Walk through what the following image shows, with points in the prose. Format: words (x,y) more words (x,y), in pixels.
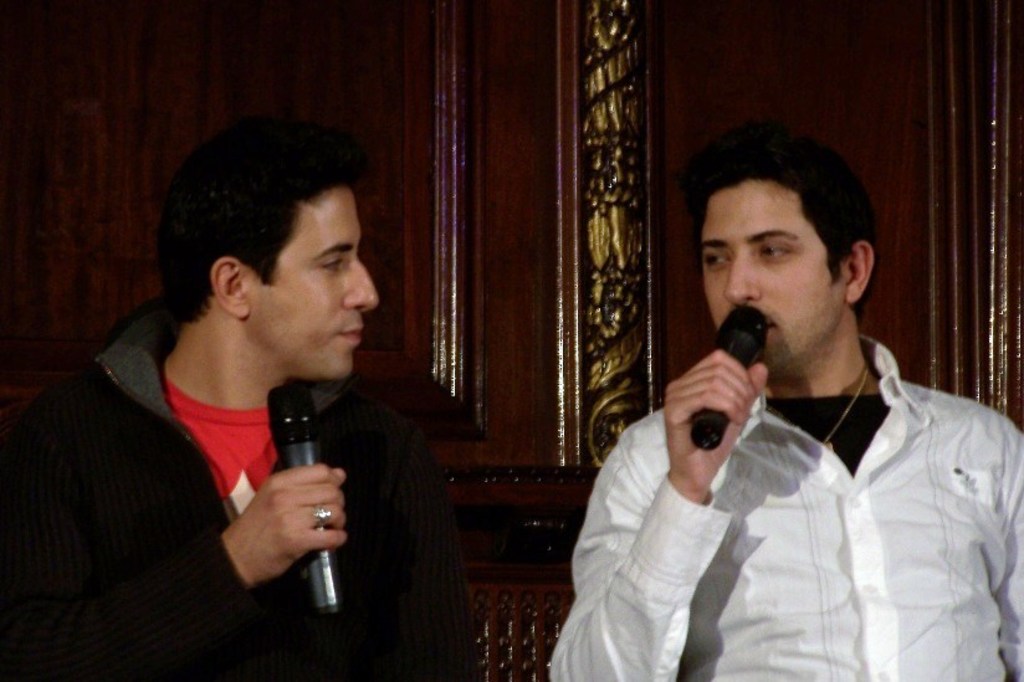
In this image we can see two persons (602,568) holding microphones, the man (373,499) on the left side (340,537) is looking at the man (779,348) on right side (814,361), in the background (460,381) we can see wooden cupboards (472,107).
